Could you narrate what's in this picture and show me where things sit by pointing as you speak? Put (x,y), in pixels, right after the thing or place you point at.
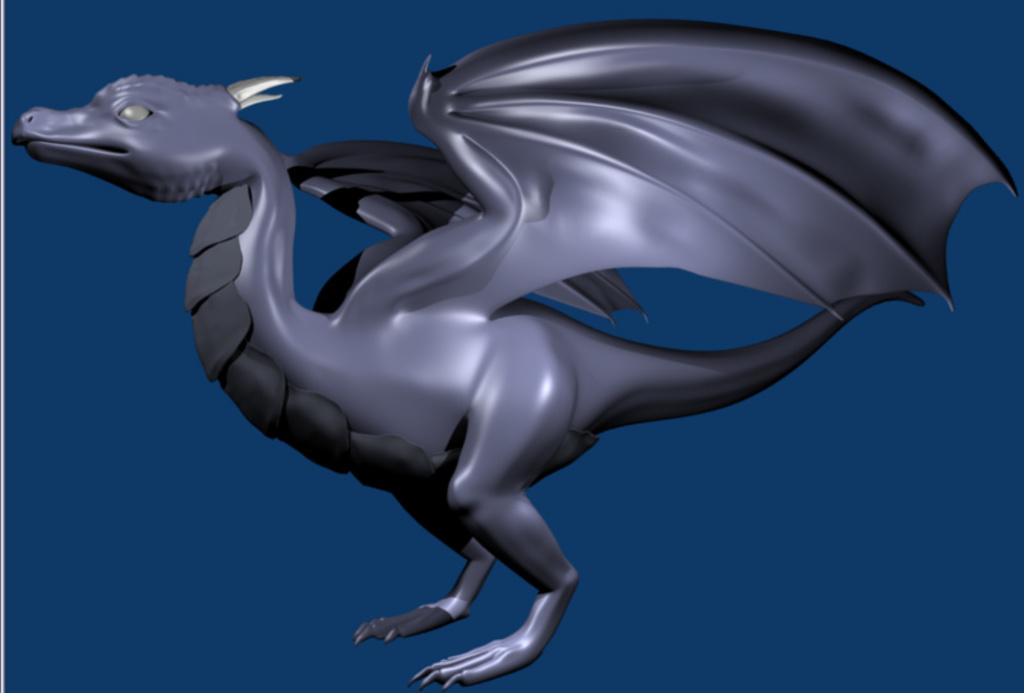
It is a graphical image. Here we can see a dragon (535,392). Background (817,436) there is a blue color.
